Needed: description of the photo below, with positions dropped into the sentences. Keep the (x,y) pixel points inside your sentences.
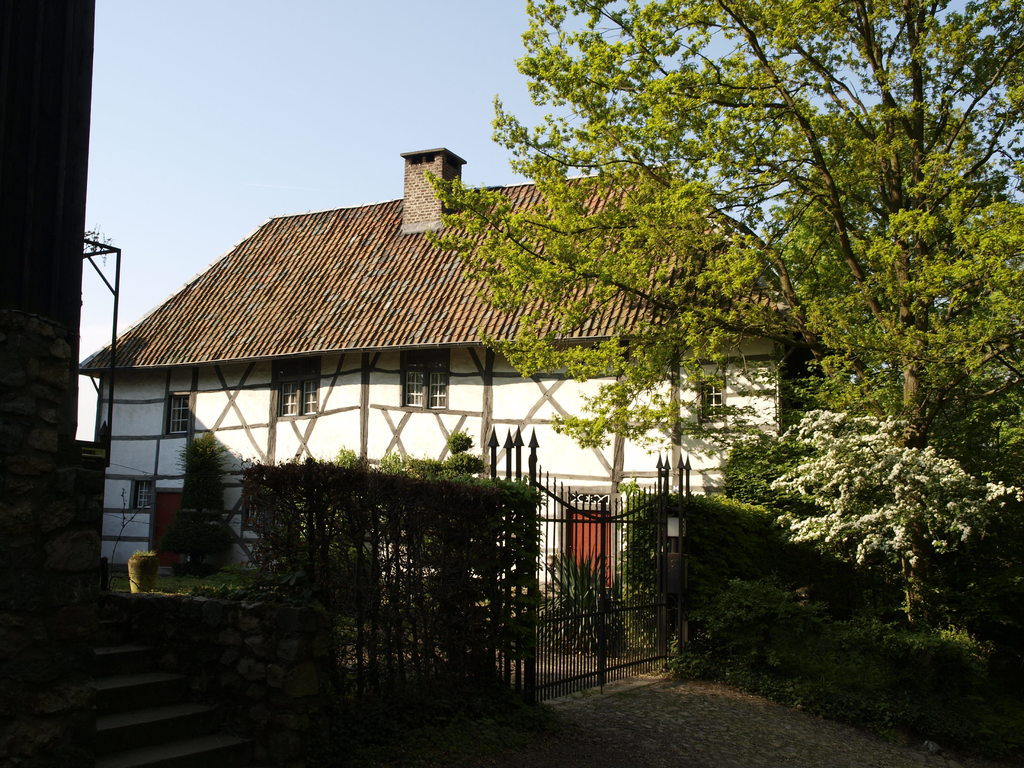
It's a house (496,387) in the middle (603,270), In the right side (1000,226) there are trees (985,360).
